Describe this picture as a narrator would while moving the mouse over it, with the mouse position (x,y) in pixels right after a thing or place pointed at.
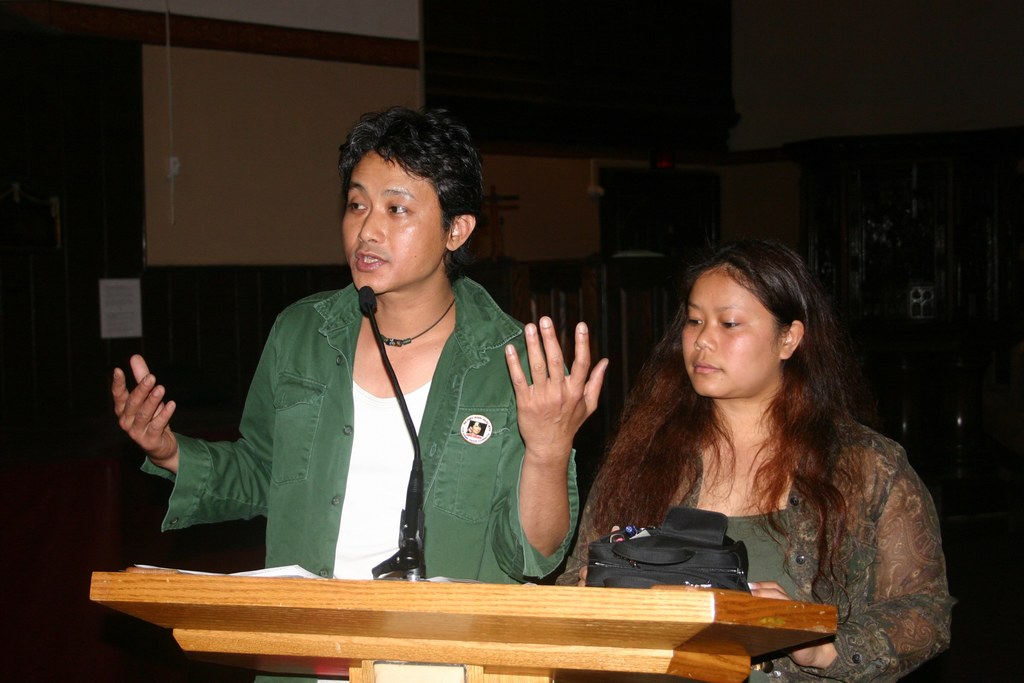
In this picture I can see there is a man (144,398) and a woman (785,557) standing at the podium (505,637) and there is a microphone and a bag (619,567) placed on the podium (562,680). In the backdrop (257,131) there is a wall (252,228).
